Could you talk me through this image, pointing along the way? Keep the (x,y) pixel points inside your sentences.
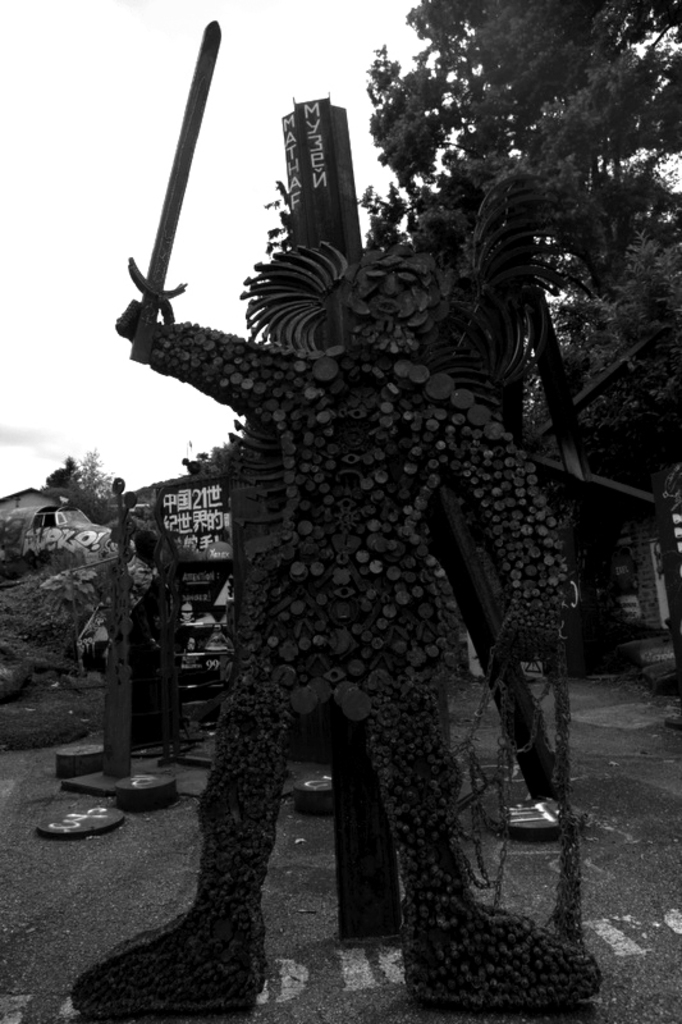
It is a black and white image, there is some statue (377,594) in the foreground (403,601) and behind that there is a pole (363,834) and trees (588,326) and other objects (166,655).
